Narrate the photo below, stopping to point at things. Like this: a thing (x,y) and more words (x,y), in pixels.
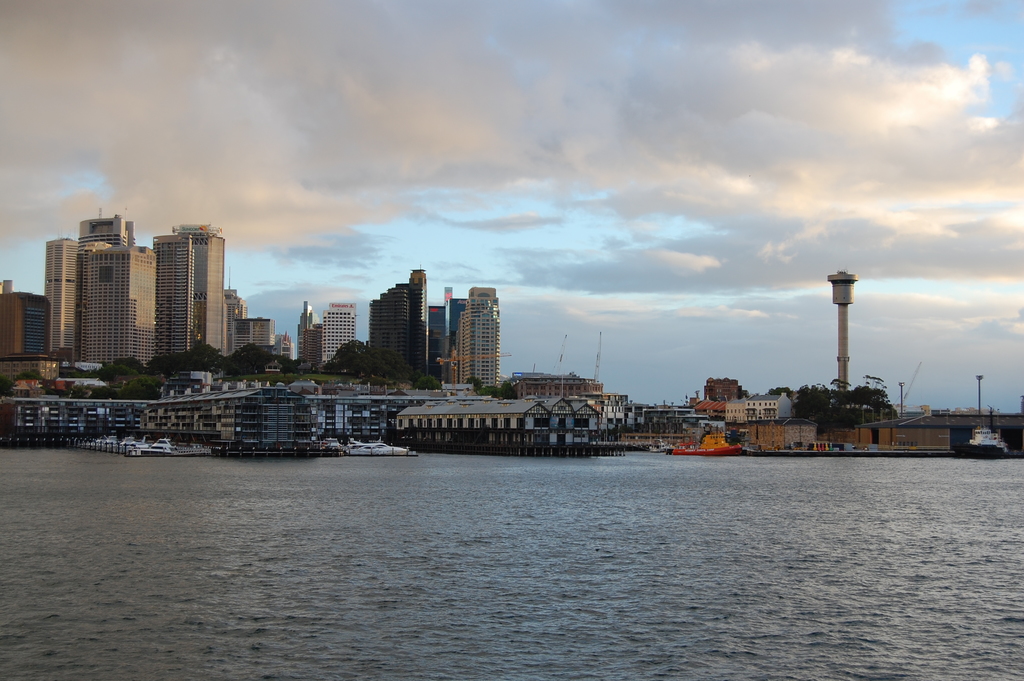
This is water (544,609), there are boats (351,449) on this water (444,477). On the left side (119,273) there are big buildings (443,310). At the top (558,140) it's a sky (613,142).
